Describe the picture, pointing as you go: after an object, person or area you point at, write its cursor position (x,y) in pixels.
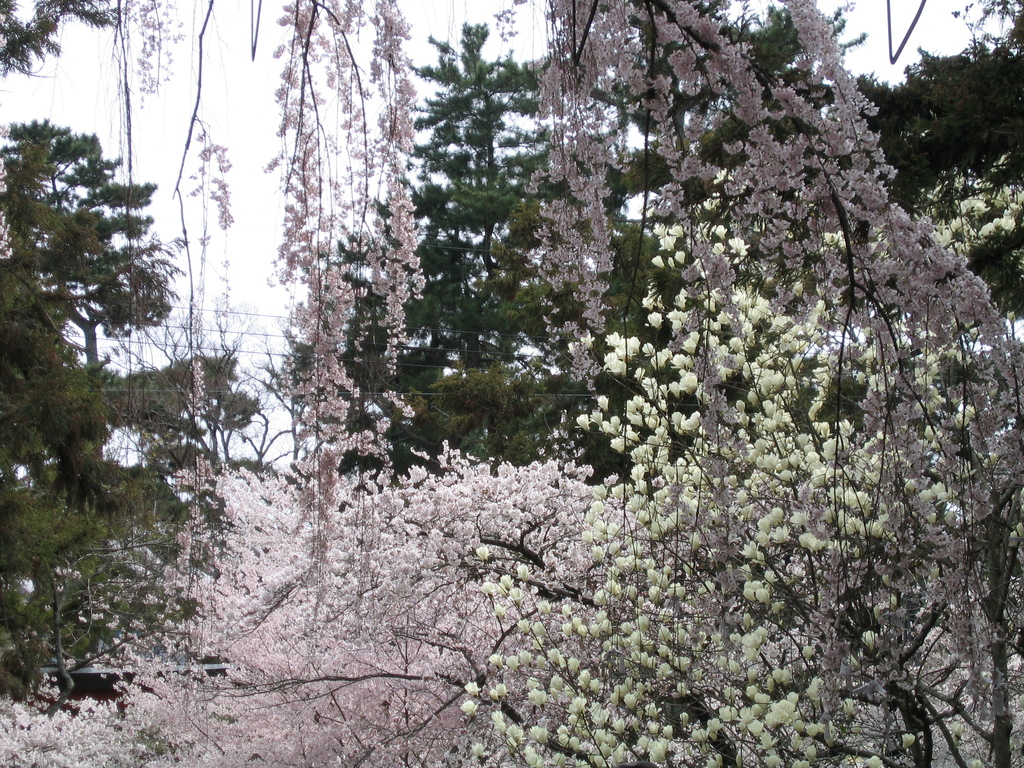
In this picture I can observe some trees (547,415). There are pink and white color flowers (380,569) to the trees (631,463). In the background (244,160) there is a sky (228,135).
